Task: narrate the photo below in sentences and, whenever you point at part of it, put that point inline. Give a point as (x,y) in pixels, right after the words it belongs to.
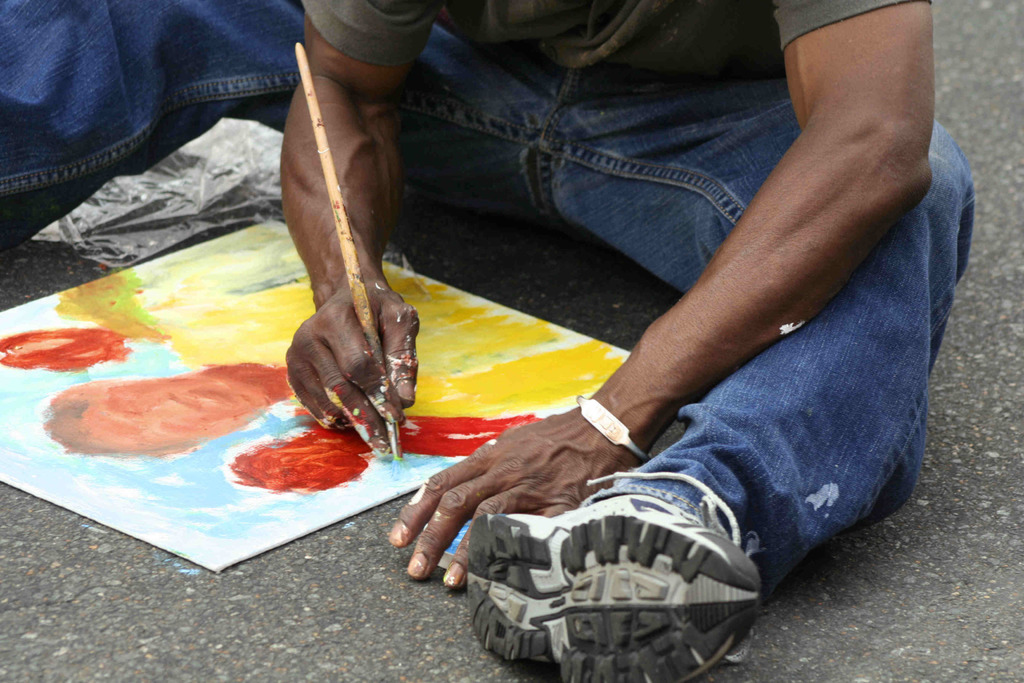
The man (759,61) in this picture wearing T-shirt (666,45) and blue jeans (645,182) is holding a painting brush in his hand (343,368) and he is painting on the board (186,376) or the chart (200,416). At the bottom of the picture (252,580), we see the road (217,628).
